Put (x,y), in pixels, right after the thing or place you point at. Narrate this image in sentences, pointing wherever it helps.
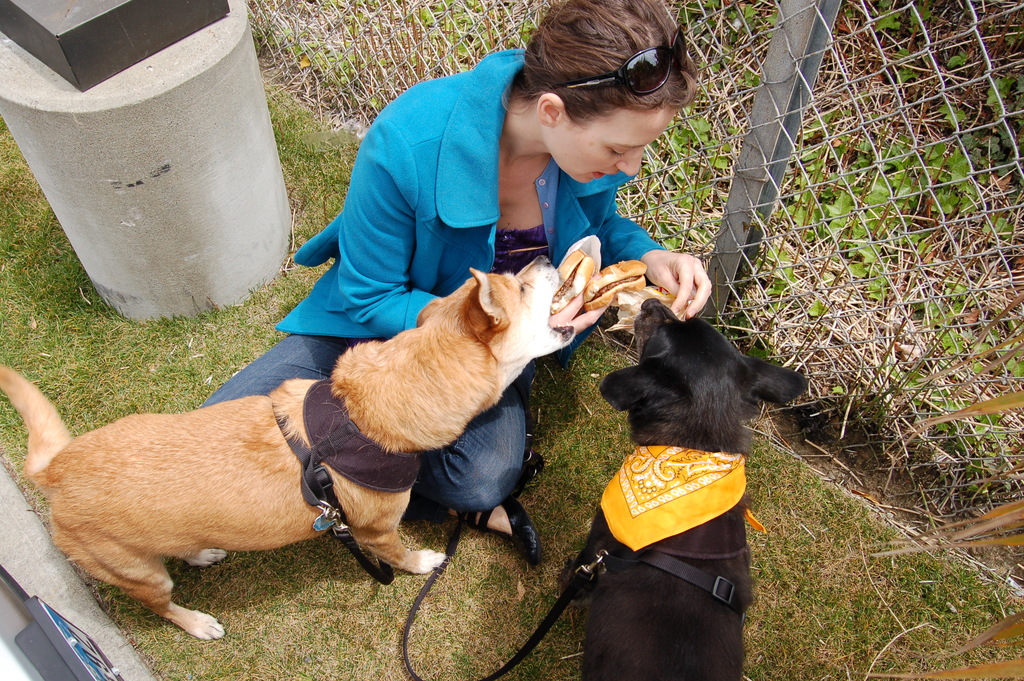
In this image we can see a woman (568,349) sitting and feeding the food (565,280) to dogs (540,299), and also we can see a concrete pole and some object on it, we can see there is a fence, pole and some grass (313,134).
